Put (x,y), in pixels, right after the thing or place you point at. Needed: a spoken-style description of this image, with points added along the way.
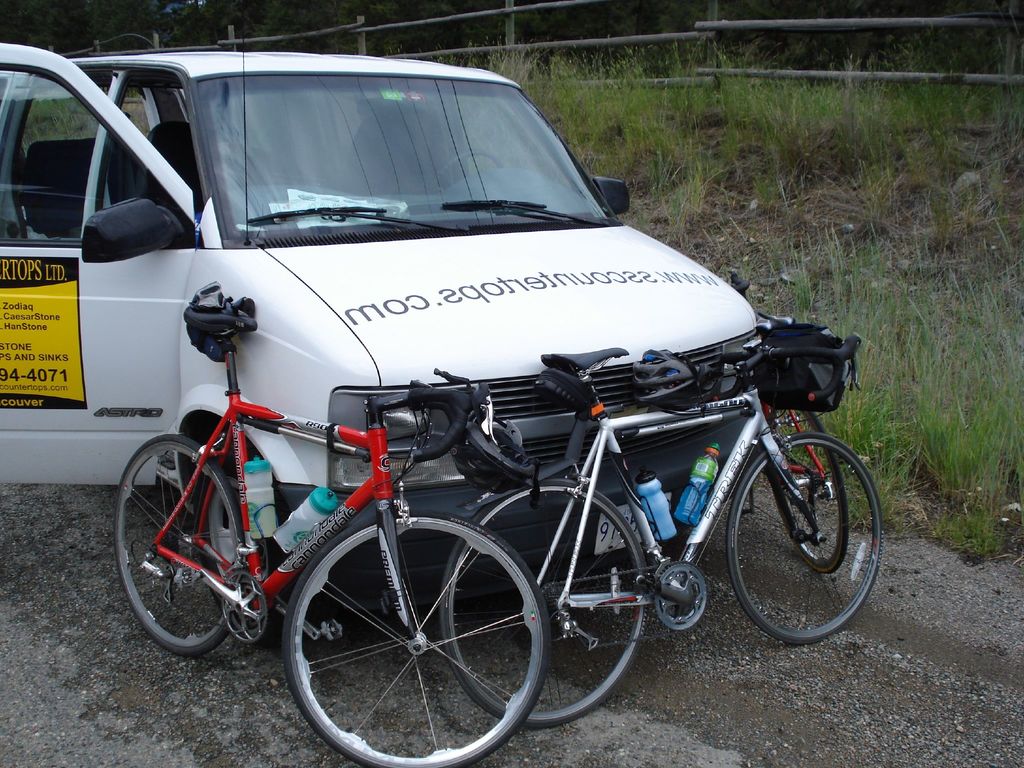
In this image there is a car (302,237) on the road (66,554). In front of the car (430,567) there are three cycles (482,626). On the right side (741,127) there is grass (736,112), Beside the grass (689,108) there is a wooden fence (677,41). The door (130,325) of the car (62,310) is opened.
